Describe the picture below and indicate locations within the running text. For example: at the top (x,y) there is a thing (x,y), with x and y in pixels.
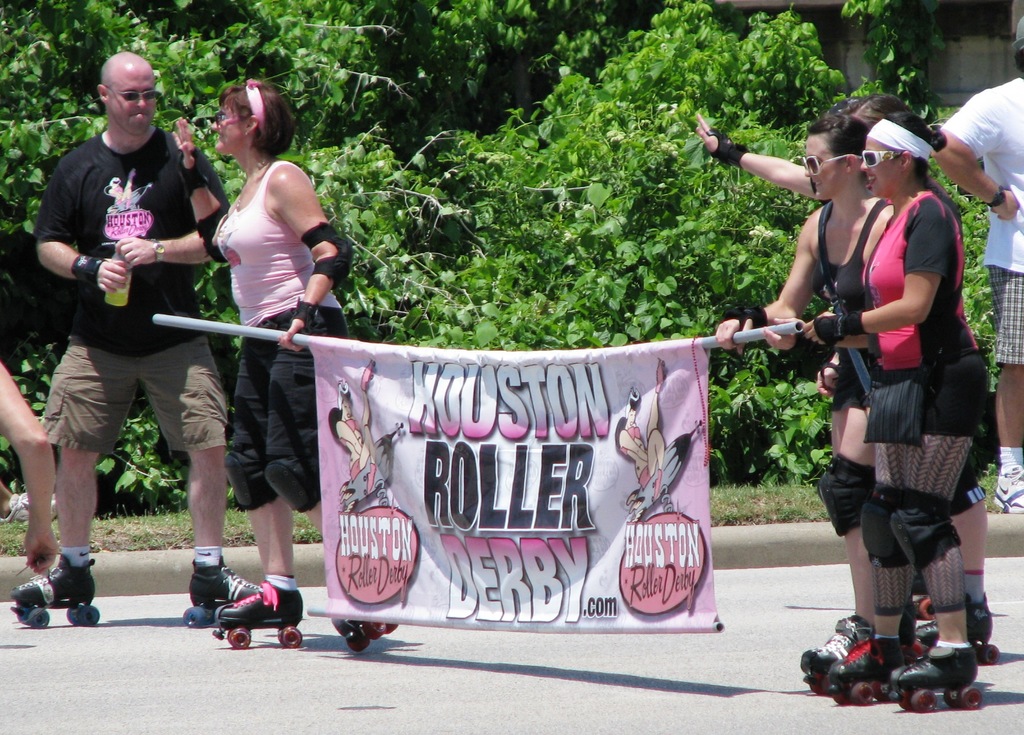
In this image I can see few people (59,596), I can see most of them are wearing shades (818,166) and roller skating shoes (969,620). I can also see a pink colour banner (474,364) and on it I can see something is written. In the background (642,333) I can see few trees (508,197) and I can see few of them are holding a pipe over here. I can also see he is holding a bottle (115,285).
